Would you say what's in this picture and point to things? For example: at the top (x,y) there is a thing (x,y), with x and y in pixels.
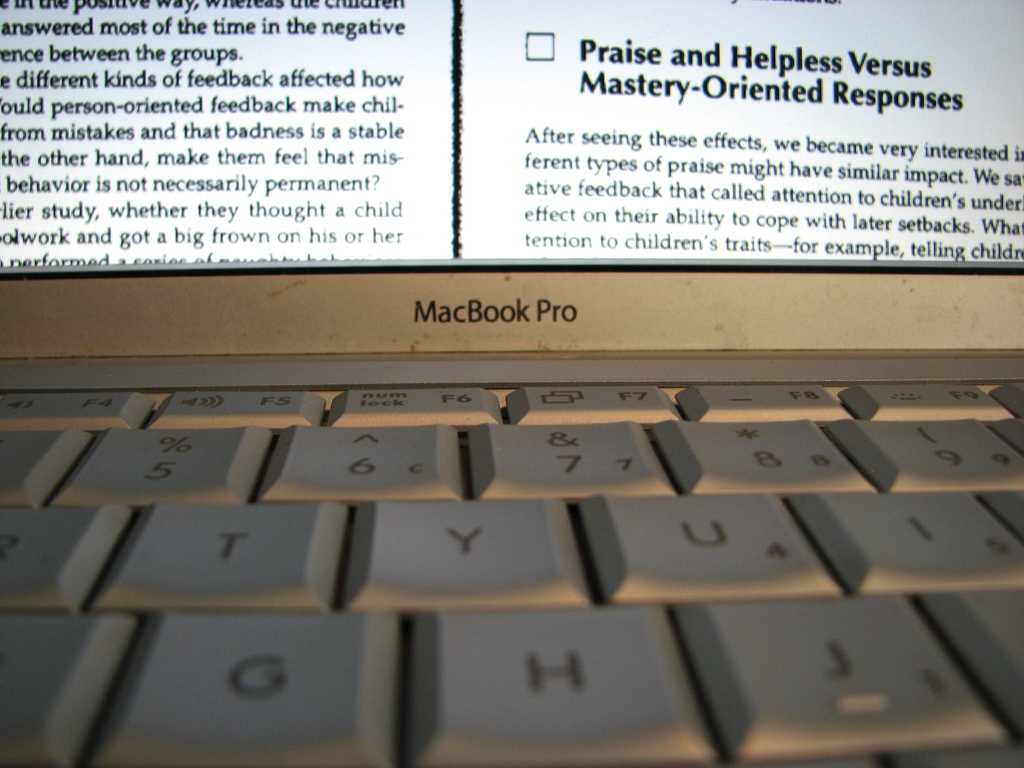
In this image I can see a laptop screen (666,117). At the bottom (688,732) I can see keyboard (297,595) of the laptop (477,737). I can see some text (572,233) on the laptop screen (566,134).
